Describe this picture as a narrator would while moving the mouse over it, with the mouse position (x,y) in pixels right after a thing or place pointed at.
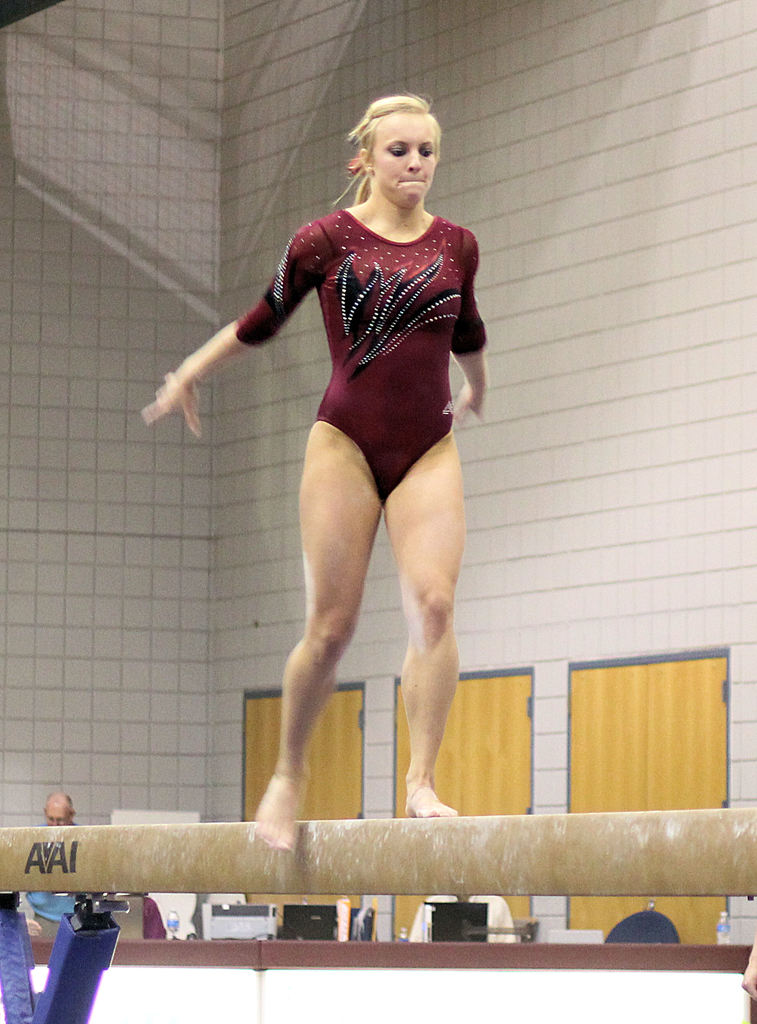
In this picture we can see a woman (439,813) standing on a platform (428,827) and in the background (456,798) we can see a person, bottles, wall (674,601), doors (645,747) and some objects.
